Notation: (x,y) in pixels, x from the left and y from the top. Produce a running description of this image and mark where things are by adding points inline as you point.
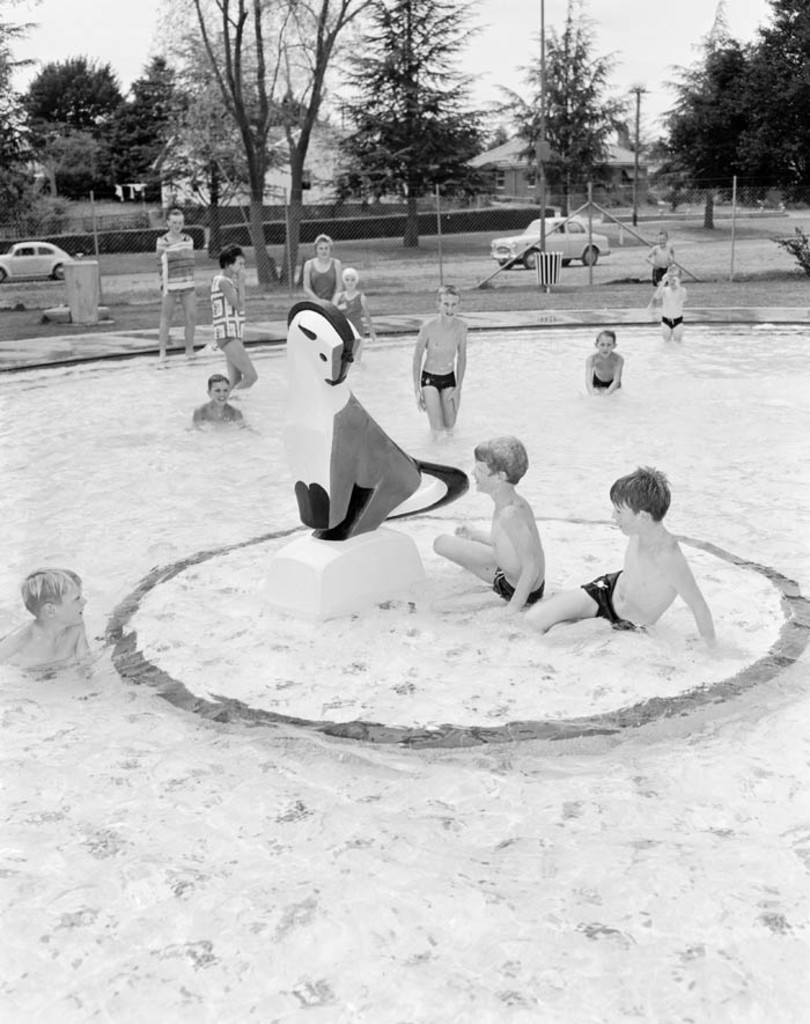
In this picture in the center (500,458) there are persons (356,296) in the water (375,413). In the background (552,232) there are cars (495,239) moving on the road (300,251) and there are trees (263,209), buildings (601,179), plants (485,227).
